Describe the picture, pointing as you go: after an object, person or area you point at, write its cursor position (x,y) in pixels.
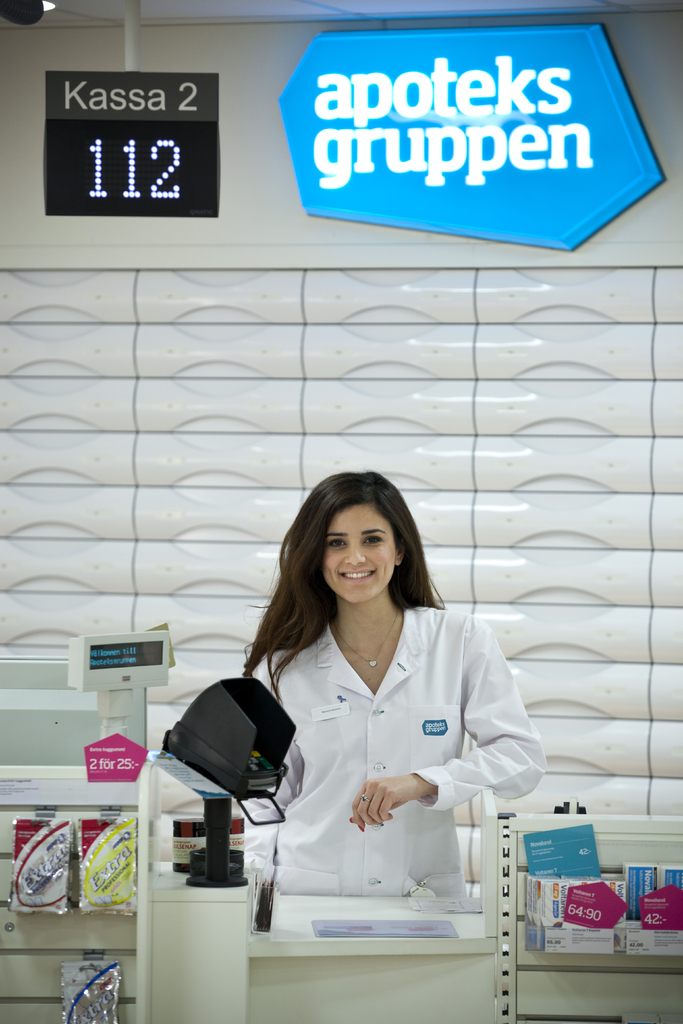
There is one woman (450,784) wearing a white color dress (315,789) and some other objects (211,784) are present at the bottom of this image (187,830). We can see a wall (325,350) in the background (412,404). There is a text board (360,156) and a display board (170,115) present at the top of this image (154,129).
